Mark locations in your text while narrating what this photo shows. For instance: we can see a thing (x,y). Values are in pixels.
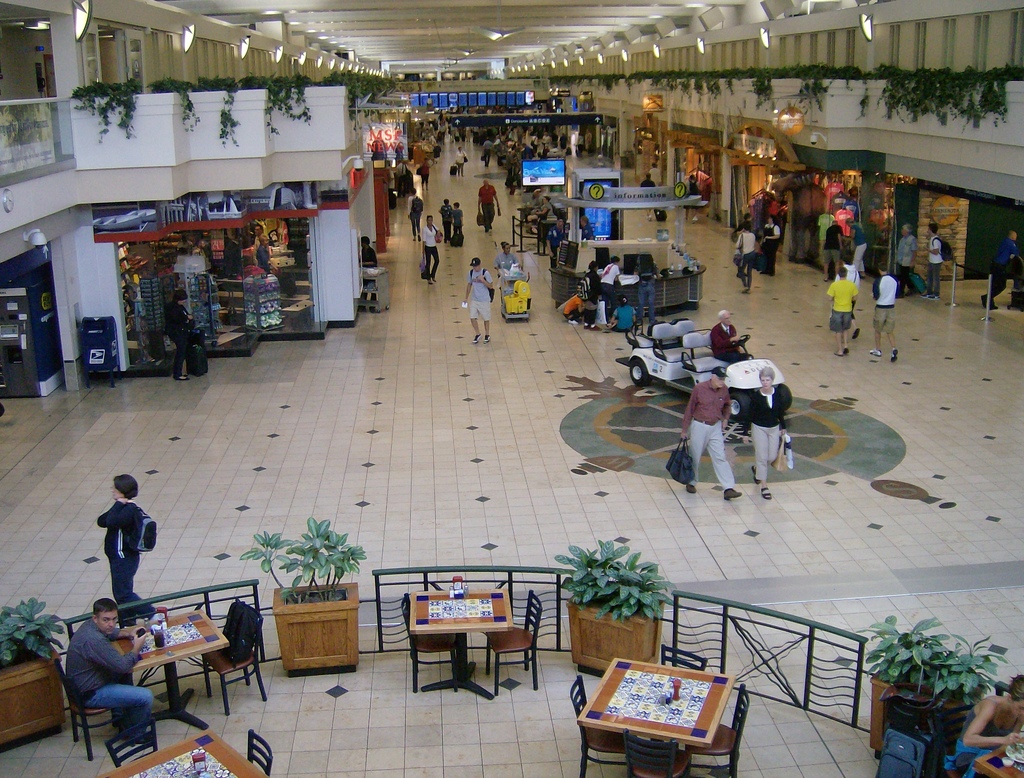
In this image, Group of people (428,232) are there. We can see stalls (696,287), lights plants (732,72) here and here. The bottom, chairs (143,746) and tables (168,759) few items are placed on it.
